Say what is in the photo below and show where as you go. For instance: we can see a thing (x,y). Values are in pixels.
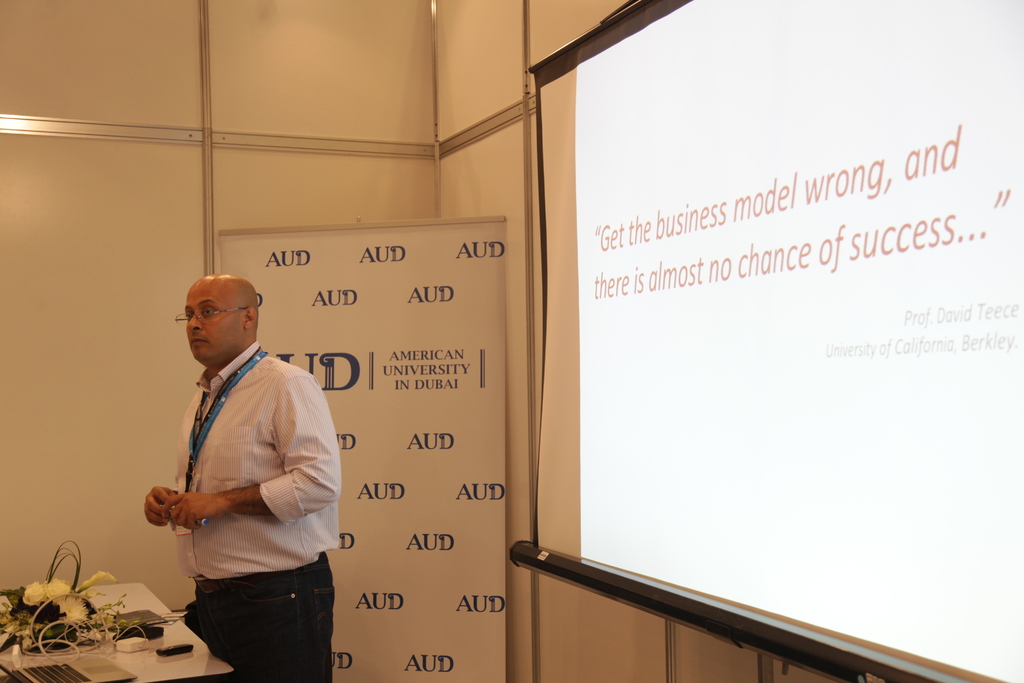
In this picture we can see man (276,608) holding sketch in hand (182,515) and standing and in front of him we can see flowers (50,608), wires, duster (170,646), laptop (91,663) on table (116,595) and in background (359,366) we can see wall (249,148), banner (486,299), screen (760,432).
